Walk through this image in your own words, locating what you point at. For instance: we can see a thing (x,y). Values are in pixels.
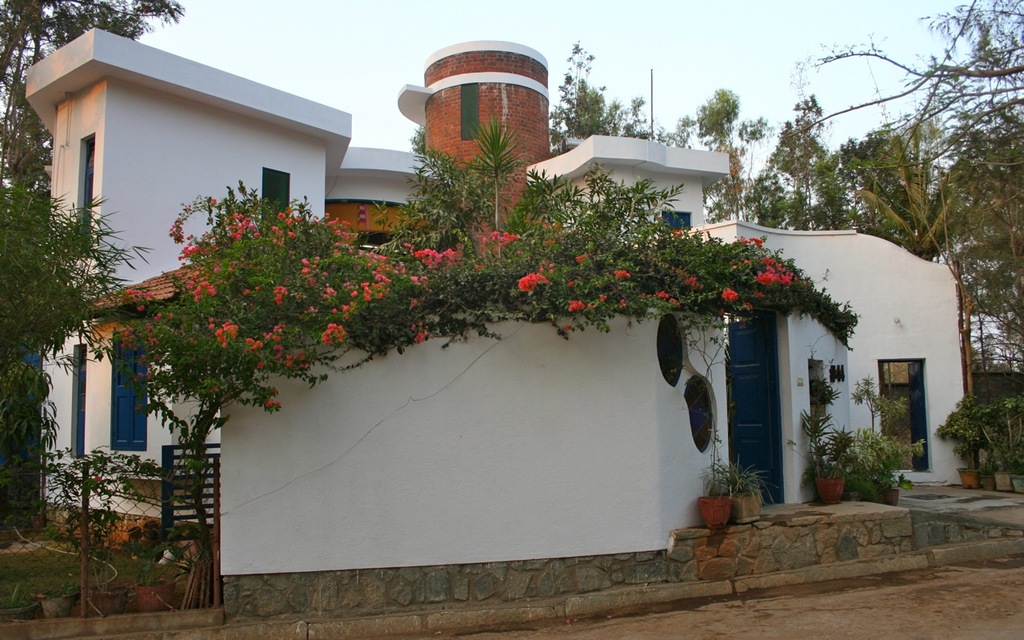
In this image I can see a white colour building (126,226) and on the both side of it I can see number of plants (737,491) in pots (49,609). I can also see number of trees (14,326) around the building (479,363) and in the background (391,71) I can see the sky (354,29).
